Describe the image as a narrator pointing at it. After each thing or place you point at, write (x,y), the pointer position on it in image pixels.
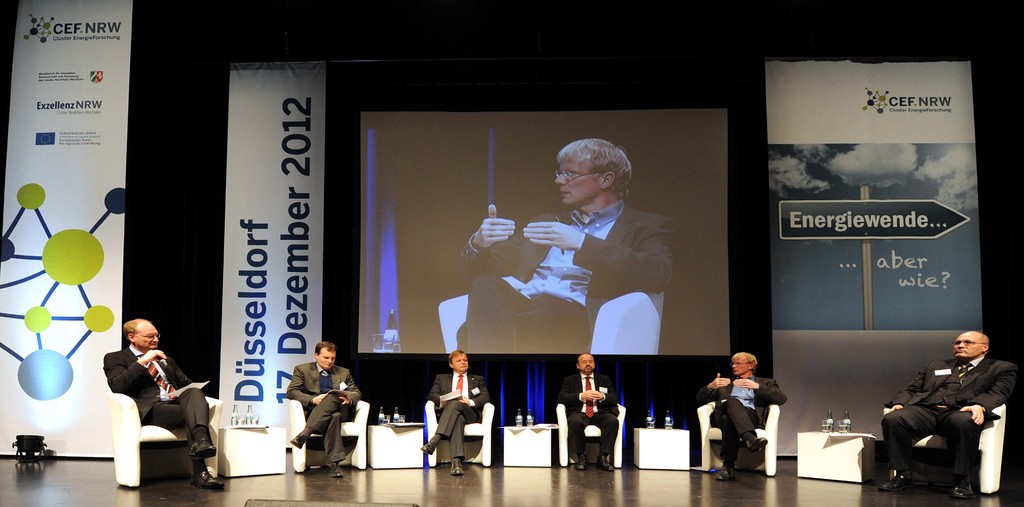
At the bottom of the image (577,444) we can see persons (898,454) sitting on the chairs (769,449). In the background (177,306) there is a screen (550,287), posters (89,177), and wall (497,91).
